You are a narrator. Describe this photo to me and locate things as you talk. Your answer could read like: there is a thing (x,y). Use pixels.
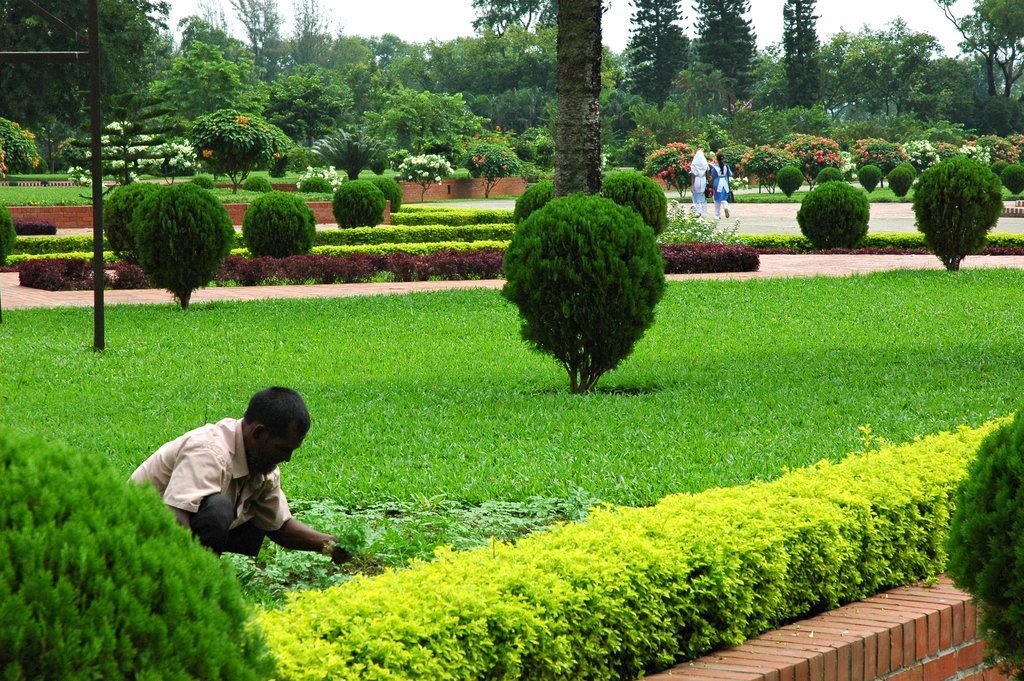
In this image I can see number of plants (200,157), number of trees (662,96), grass (856,279) and flowers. I can also see three persons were in the front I can see one is sitting and in the background (695,211) I can see two are walking. On the left side of this image (43,14) I can see few poles (95,7).
